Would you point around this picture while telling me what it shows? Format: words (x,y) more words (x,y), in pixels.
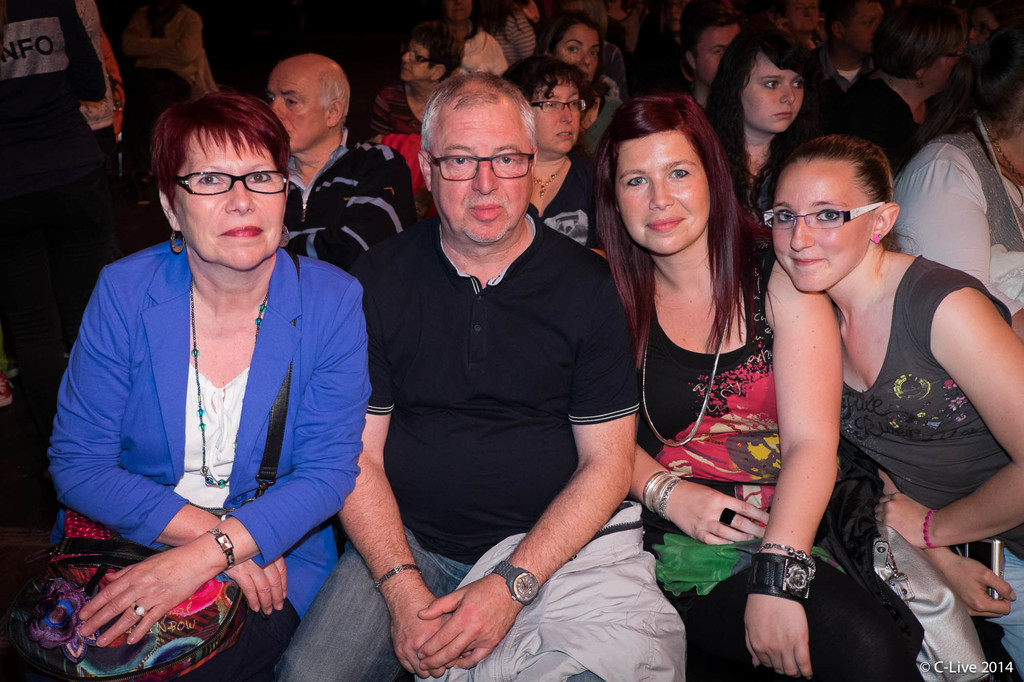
In this picture, there are people (510,135) sitting on the chairs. In the center (525,296), there are four people (707,314). Among them, three are women (176,389) and one is man (464,620). Man (539,458) is wearing a black t shirt (425,482) and blue jeans (355,600). Towards the left (244,351), there is a woman (300,359) wearing a blue blazer (125,364) and holding a bag (110,566) on her lap (226,652). Towards the right (697,242), there is a woman (702,484) wearing a black top (721,404) and another woman (906,407) is wearing a grey top (913,451).
